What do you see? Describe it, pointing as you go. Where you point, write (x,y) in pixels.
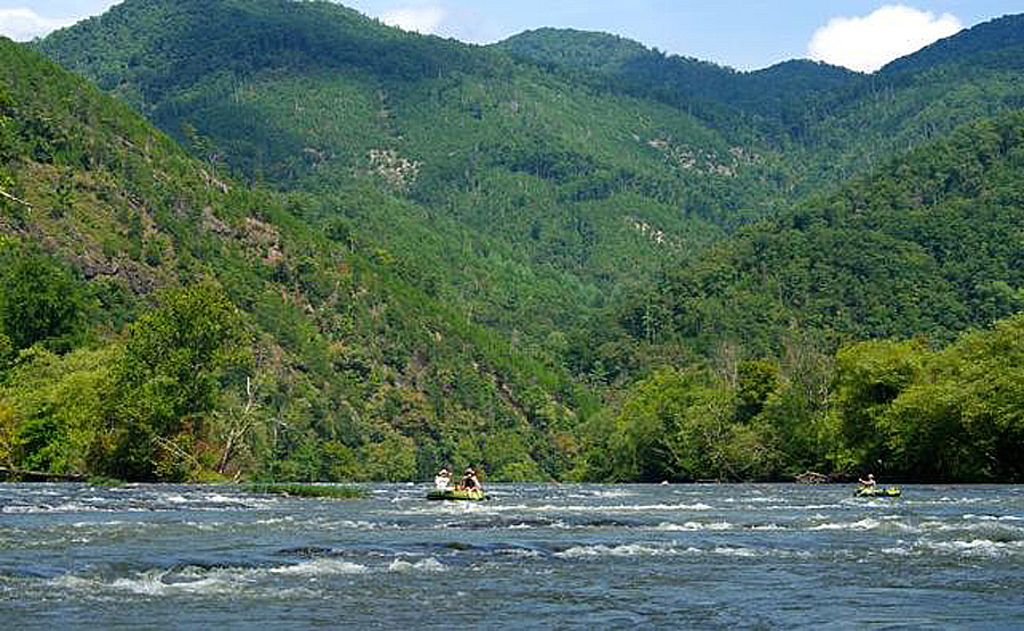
In this image we can see two boats (473,491) on the water (409,510), there are some persons (473,488) and trees (448,452), also we can see the sky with clouds (925,17).
